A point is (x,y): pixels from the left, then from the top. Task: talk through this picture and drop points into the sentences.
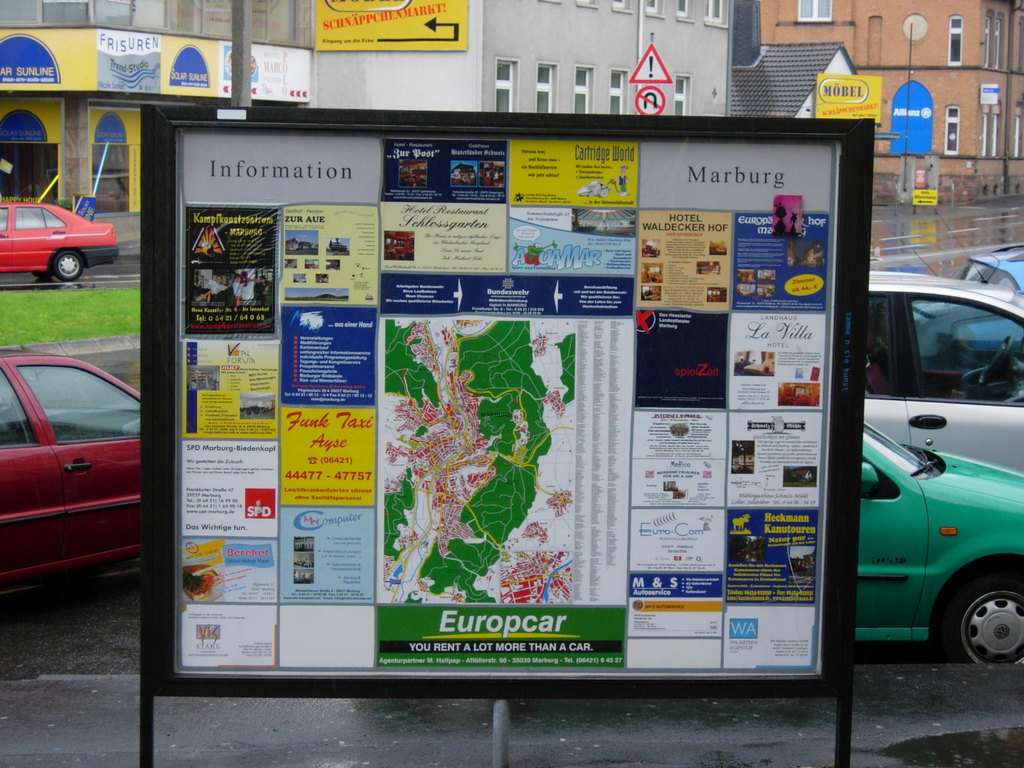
In the foreground (447,699) there is a board (386,680) and road (63,596). In the middle of the picture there are cars (8,237), grass (71,316), road (957,245) and other objects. In the background (461,39) there are sign boards (653,80), poles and buildings (540,40).
